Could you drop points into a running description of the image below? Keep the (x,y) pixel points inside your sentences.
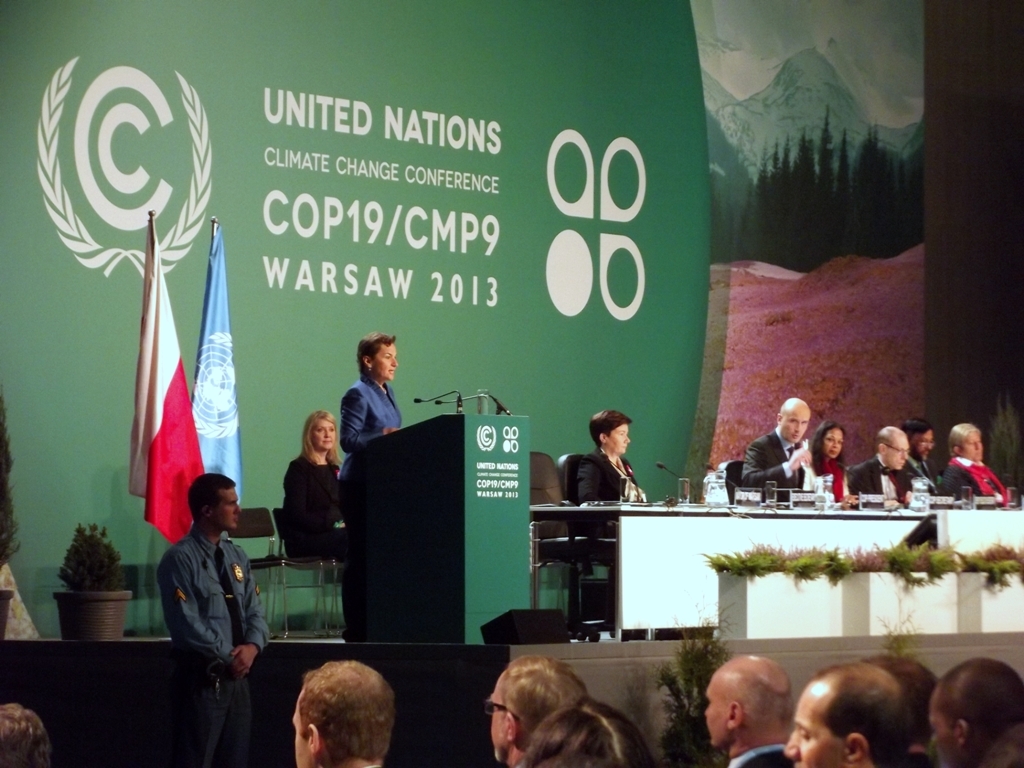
This is the woman (365,432) standing near the podium (433,467) with the mikes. These are the mikes (461,404). I can see a group of people (608,453) sitting on the chairs (552,500). This is a table (679,513) with glasses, mikes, name boards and few other things (918,506) on it. There are two flags (211,397) hanging to the poles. Here is a flower pot (86,611) with a plant (106,570) in it. These are the small plants (991,554). This looks like a hoarding (646,221). Here is another person (225,594) standing. At the bottom of the image (322,672), I can see another group of people (881,664).
